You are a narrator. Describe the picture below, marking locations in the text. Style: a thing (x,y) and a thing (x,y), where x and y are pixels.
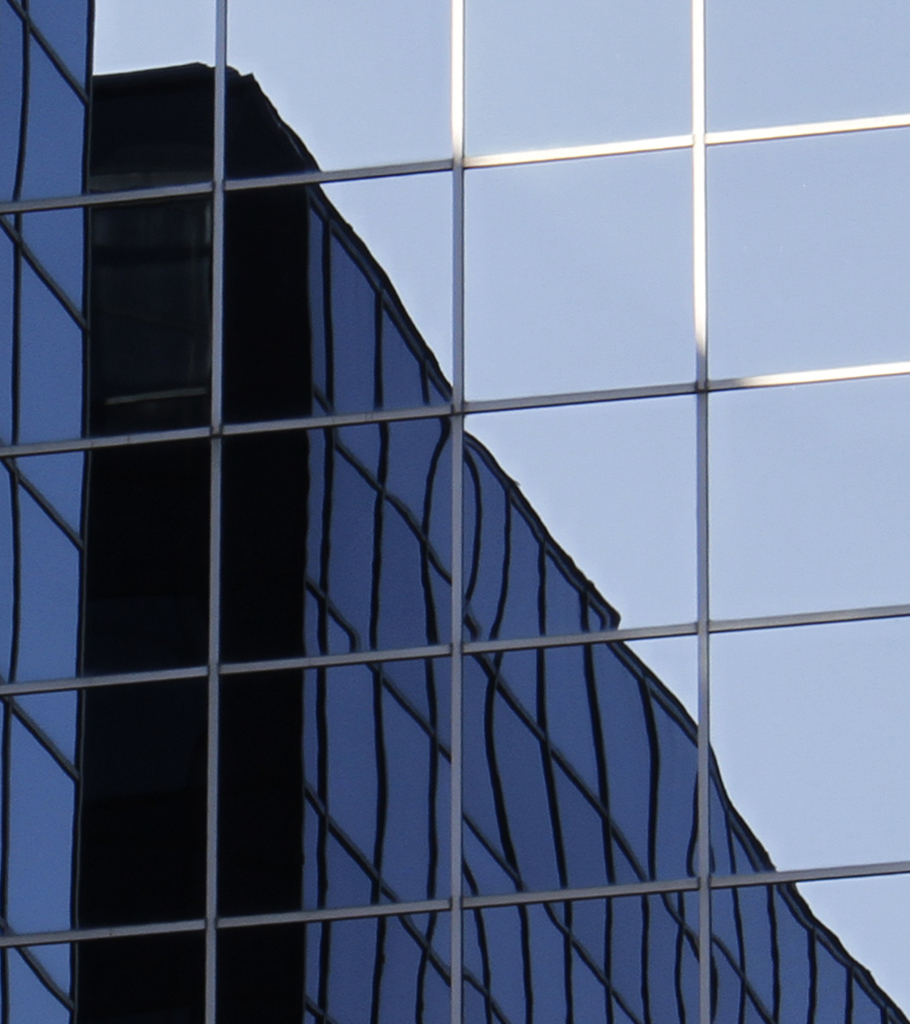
In this picture i can see the glass (264,530) on the wall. In that reflection (368,594) i can see the building (581,825) and sky (788,396).
